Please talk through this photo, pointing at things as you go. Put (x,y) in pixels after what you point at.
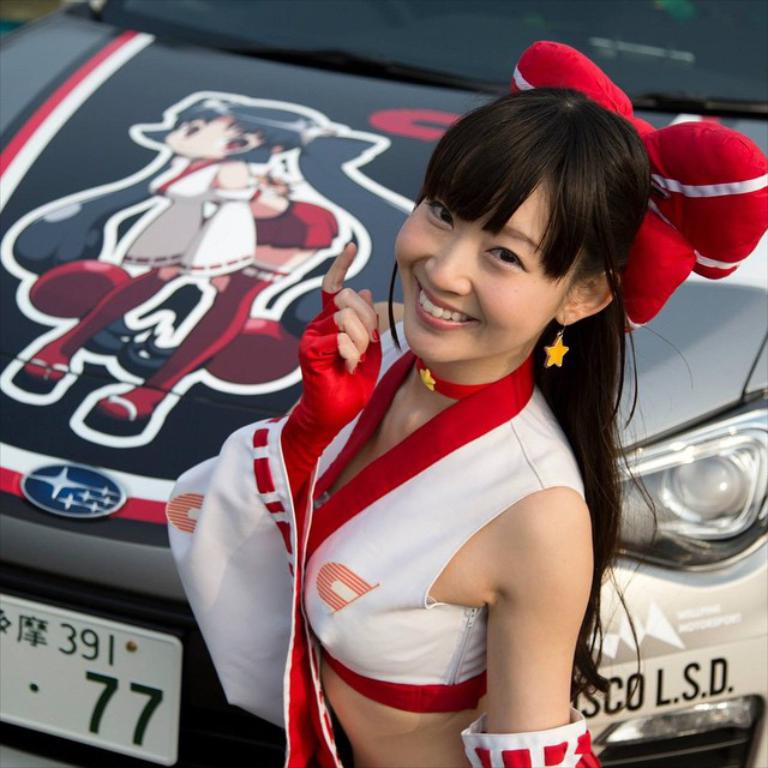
In this image, we can see a girl (298,494) standing and she is smiling, in the background (54,366) we can see a car (239,169).
